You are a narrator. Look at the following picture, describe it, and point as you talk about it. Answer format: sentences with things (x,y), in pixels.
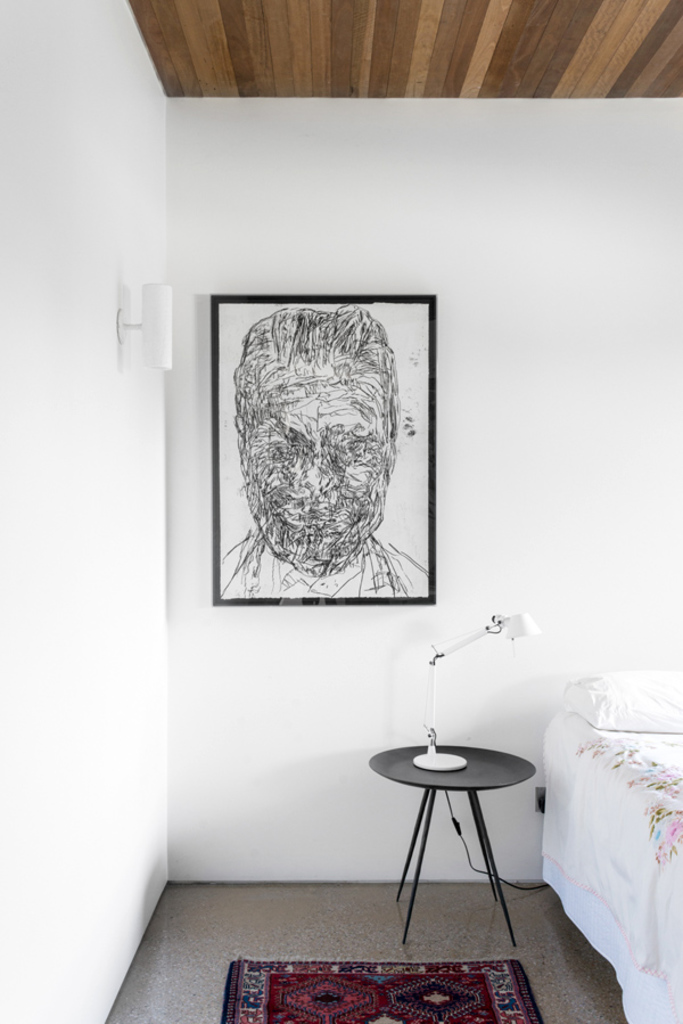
This picture shows photo frame (343,545) on the wall (168,542) and we see a bed (619,805) and a pillow (615,720) and a table lamp (441,654) on the table (443,771) and we see carpet (262,987) on the floor (318,934) and a light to the wall (109,326).
